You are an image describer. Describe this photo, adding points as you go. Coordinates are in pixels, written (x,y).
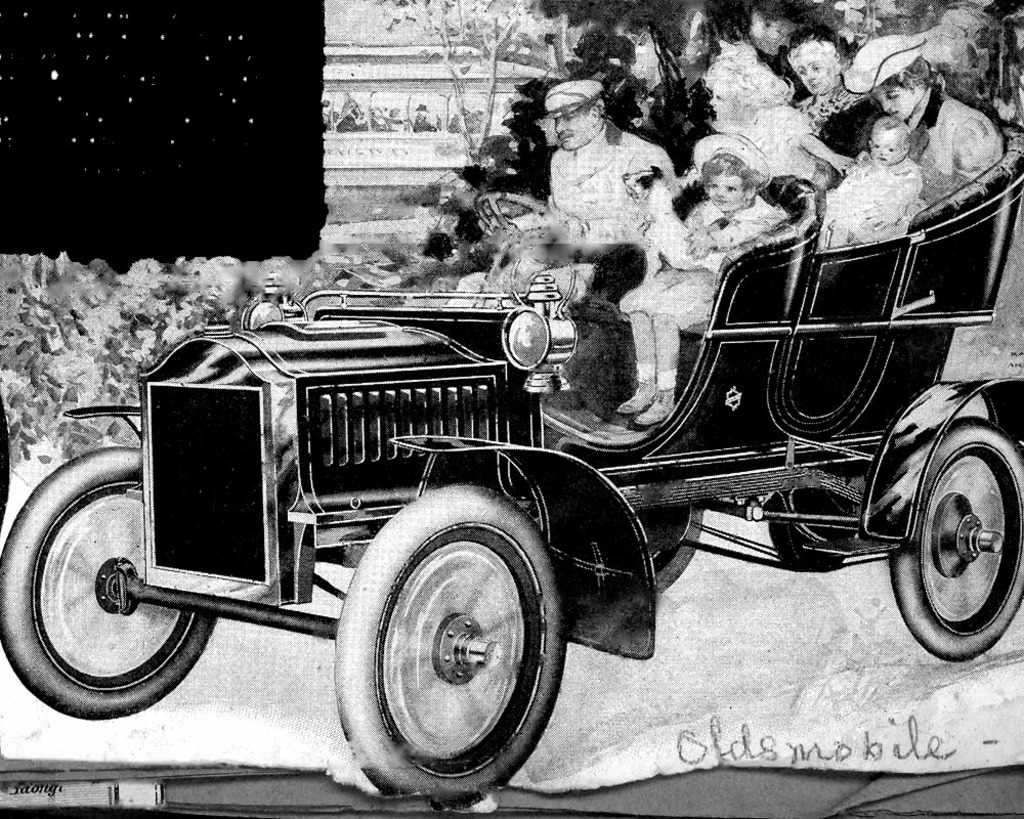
In this picture we can see drawing of people (564,236) sitting in a vehicle (553,343) and we can see trees (658,9). In the bottom right side of the image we can see text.
